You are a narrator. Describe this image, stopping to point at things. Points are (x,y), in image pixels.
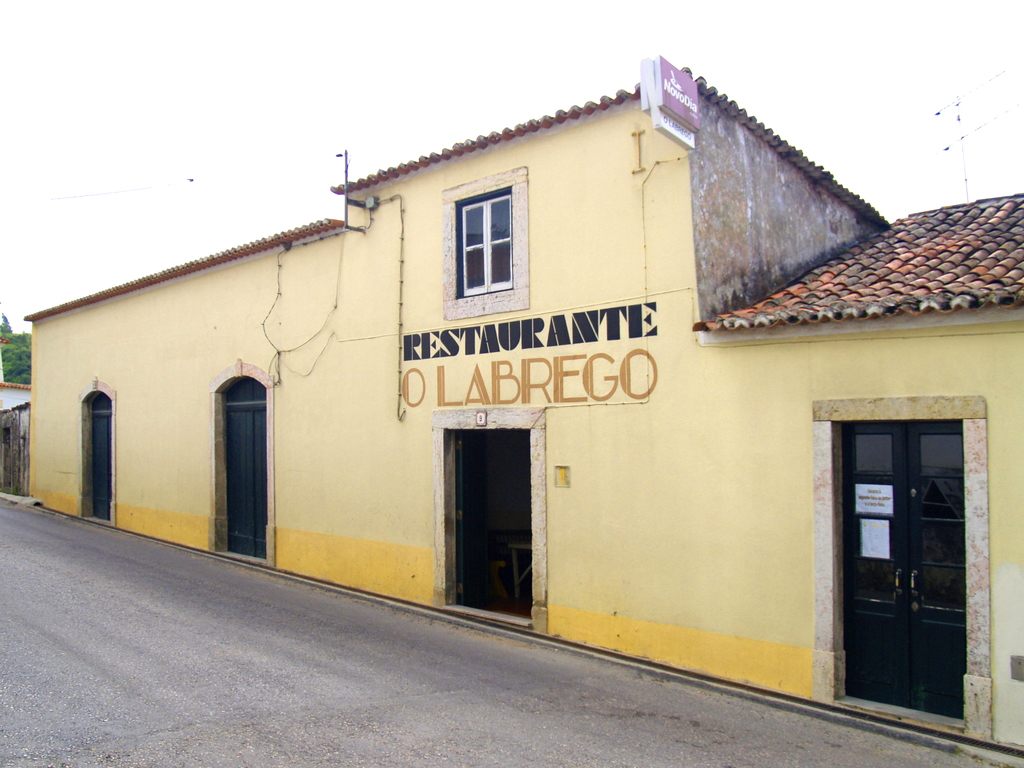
In this image I see a building (497,264) and I see the doors (920,488) over here and I see something is written over here and I see the windows (501,268) and I see the boards (647,110) over here. In the background (521,26) I see the sky (823,73) and I see the greenery (19,347) over here and I see the road (196,660).
